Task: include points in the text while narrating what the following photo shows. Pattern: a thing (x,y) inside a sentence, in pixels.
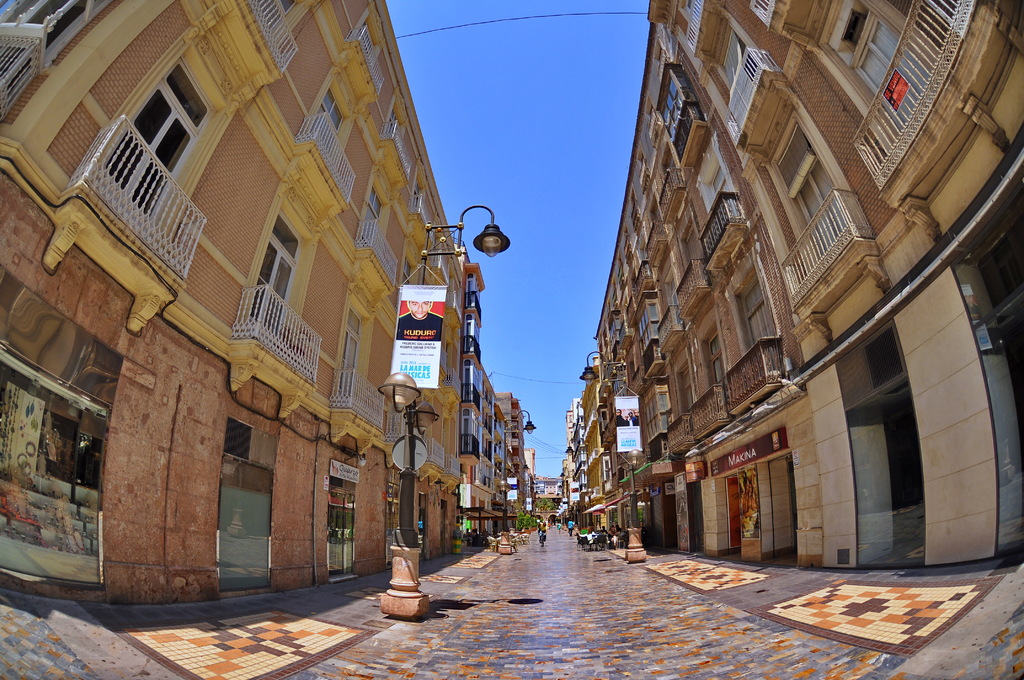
In this image, there are a few buildings (713,481), poles (504,547) and boards (396,356) with text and images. We can also see some people (568,532) and the ground (549,598) with some objects (583,539). We can also see the sky (597,153) and some wires (574,381).
